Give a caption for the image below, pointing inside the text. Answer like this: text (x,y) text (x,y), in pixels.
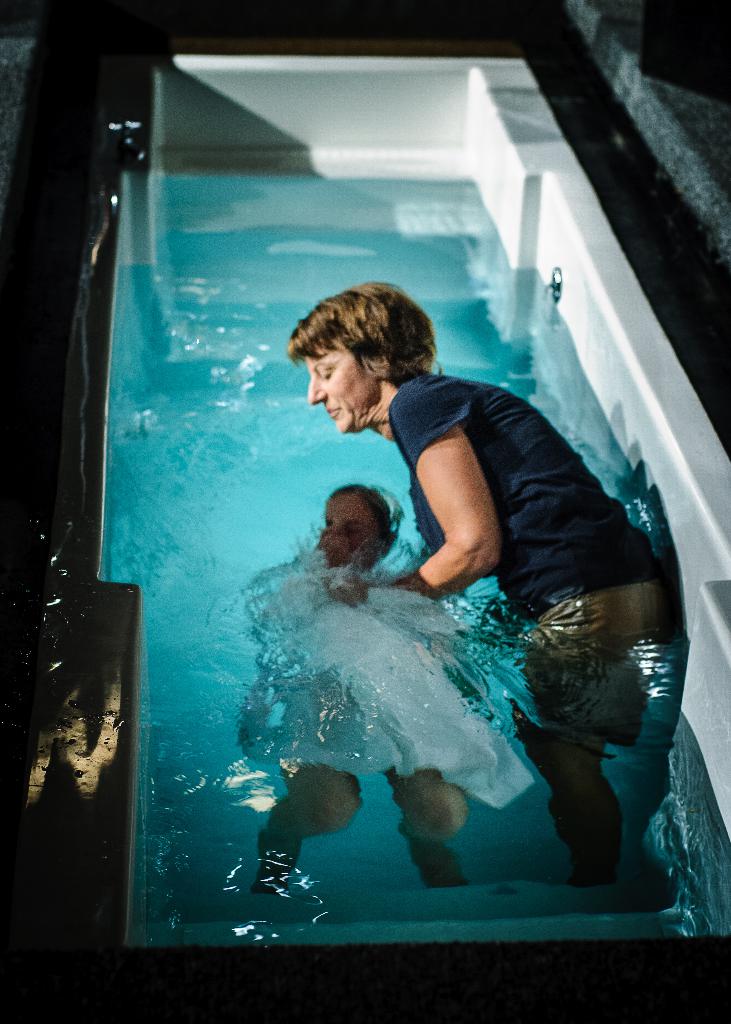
In this image we can see a woman (499,544) and a child (394,736) in the swimming pool (354,434).
